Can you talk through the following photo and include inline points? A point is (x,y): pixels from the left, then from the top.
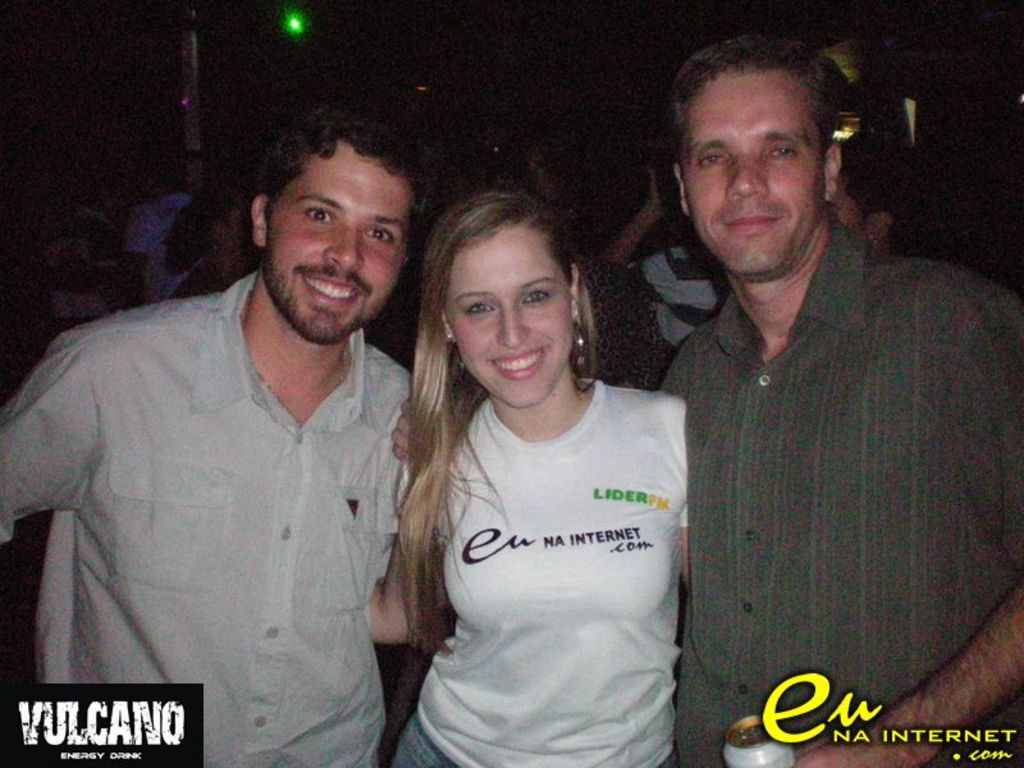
In this picture I can see there are three people (564,460) standing and the person (714,481) at the right side (890,405) is smiling, the woman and a man (71,341) at left (200,517) are laughing. In the backdrop (552,201), there are a few more people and there are few lights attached to the ceiling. There is a logo (846,721) at the bottom right (907,716) and left of the image (85,720).
